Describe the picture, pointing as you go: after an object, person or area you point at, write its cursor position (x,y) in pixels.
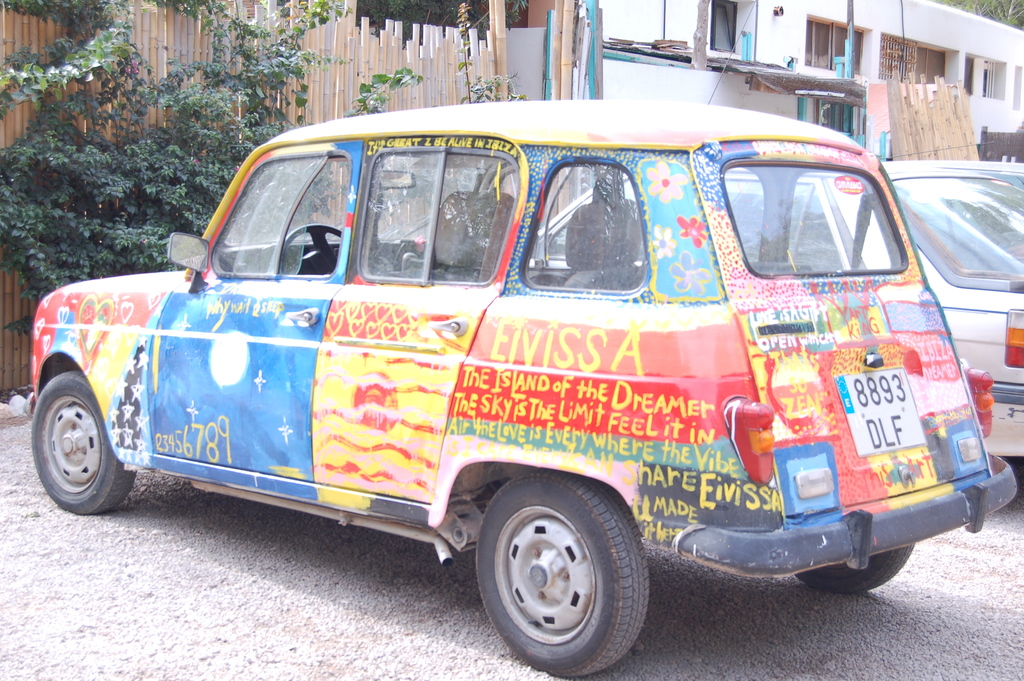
In this picture there is a vehicle (389,376) which is painted in different colors and there is something written on it and there is another vehicle (954,256) beside it and there are few plants (156,167) and a fence (80,124) in front of it and there is a house (881,64) and some other objects (908,117) in the right corner (851,72).
